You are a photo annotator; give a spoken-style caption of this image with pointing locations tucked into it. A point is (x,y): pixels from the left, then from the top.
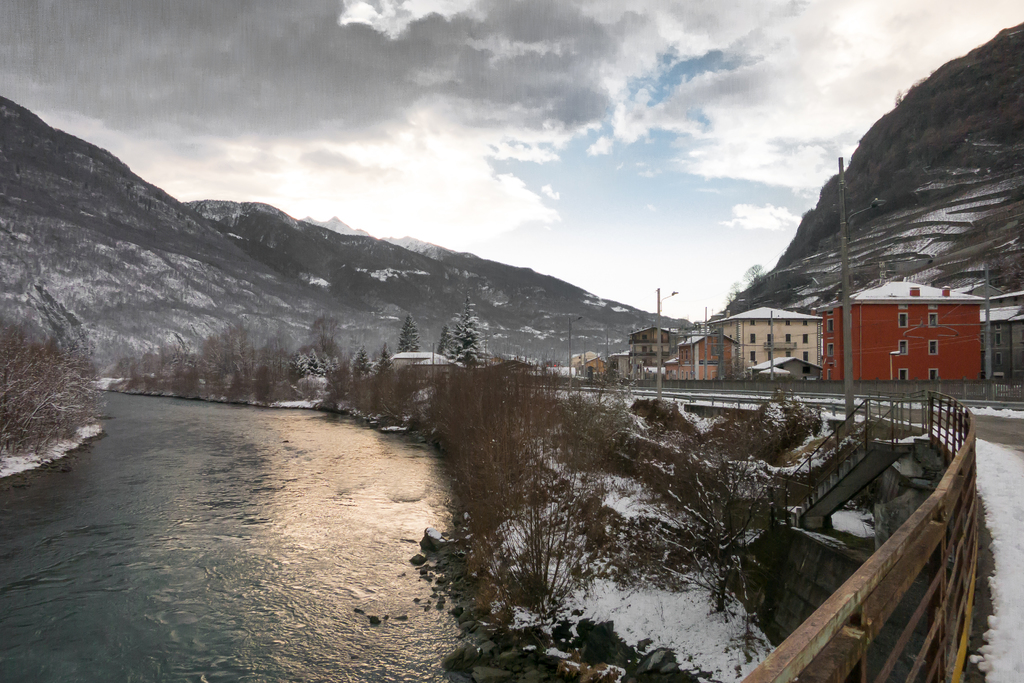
There are trees (476,369), fence (791,660) and a road (634,390) on the right (989,538) on which there is snow (1015,529). There are buildings (842,364) and poles (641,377) on the right (832,332). There is water (182,539) on the left (138,493). There are mountains (69,305) at the back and clouds (687,116) in the sky (484,129).
